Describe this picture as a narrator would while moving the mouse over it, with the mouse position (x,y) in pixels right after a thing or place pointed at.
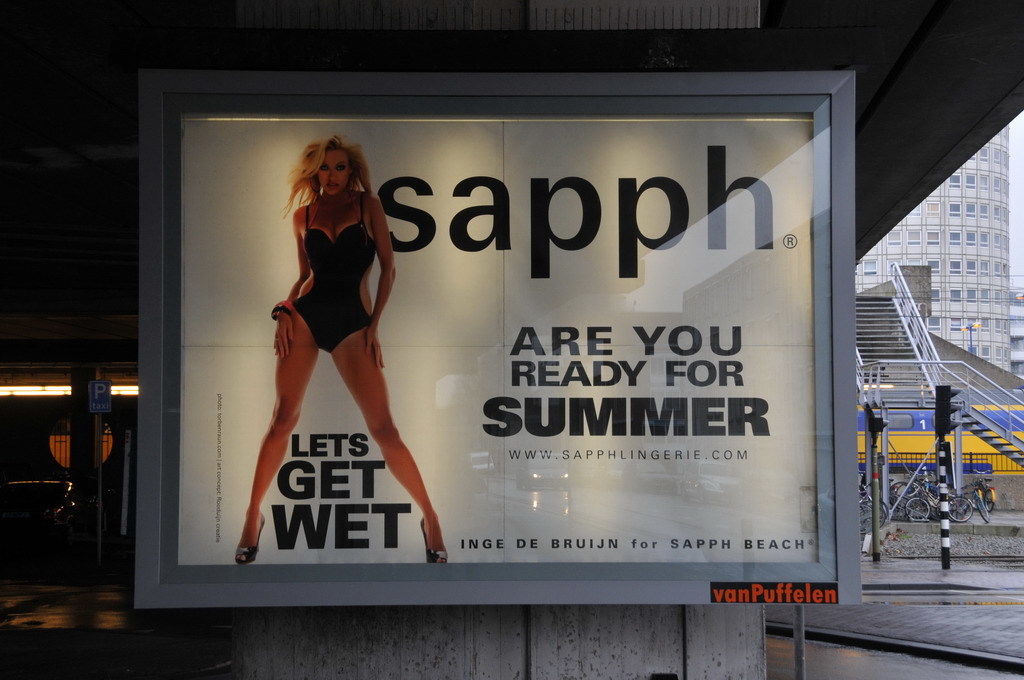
In this image we can see a board (543,597) attached to the pillar (665,649) and on the board (717,396), we can see some text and picture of a woman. In the background (961,503), we can see some bicycles (977,511) and there is a staircase (889,344) and traffic lights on the right side of the image (892,361) and we can see a few buildings (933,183).
